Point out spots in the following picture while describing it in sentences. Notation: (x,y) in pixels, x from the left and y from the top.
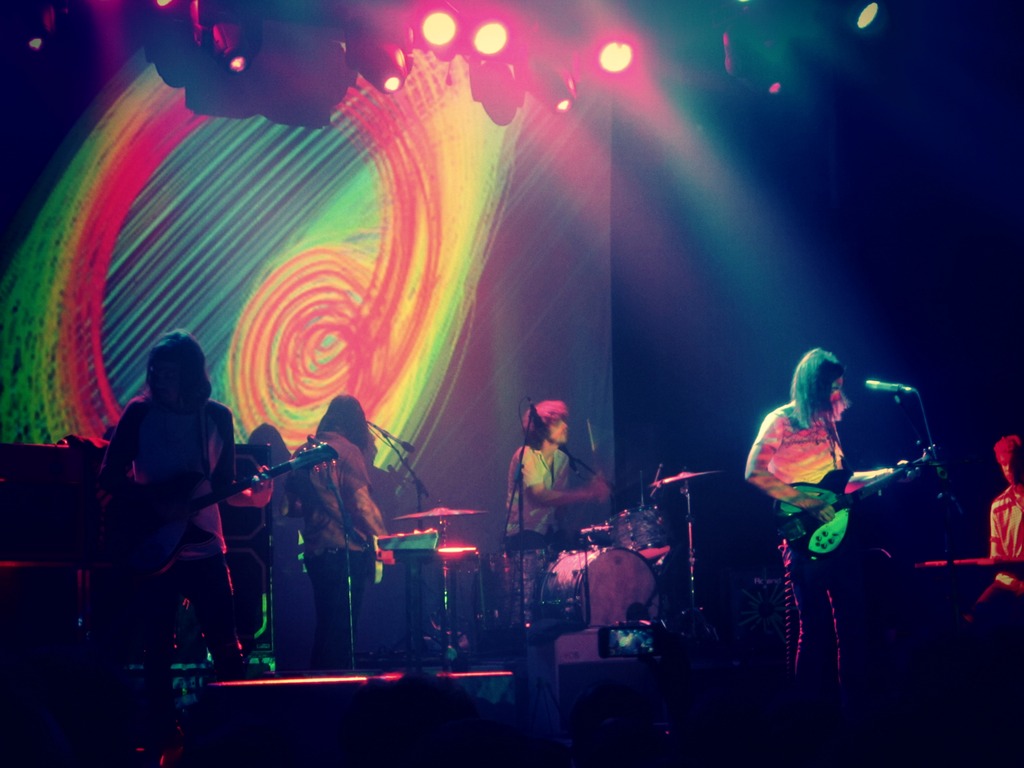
It is looking like a concert is going on. There are few musicians (166,583) playing musical instruments (142,525). There are mics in front of them. In the background (401,409) there is screen (329,252). On the top (366,68) there are lights (619,56).
